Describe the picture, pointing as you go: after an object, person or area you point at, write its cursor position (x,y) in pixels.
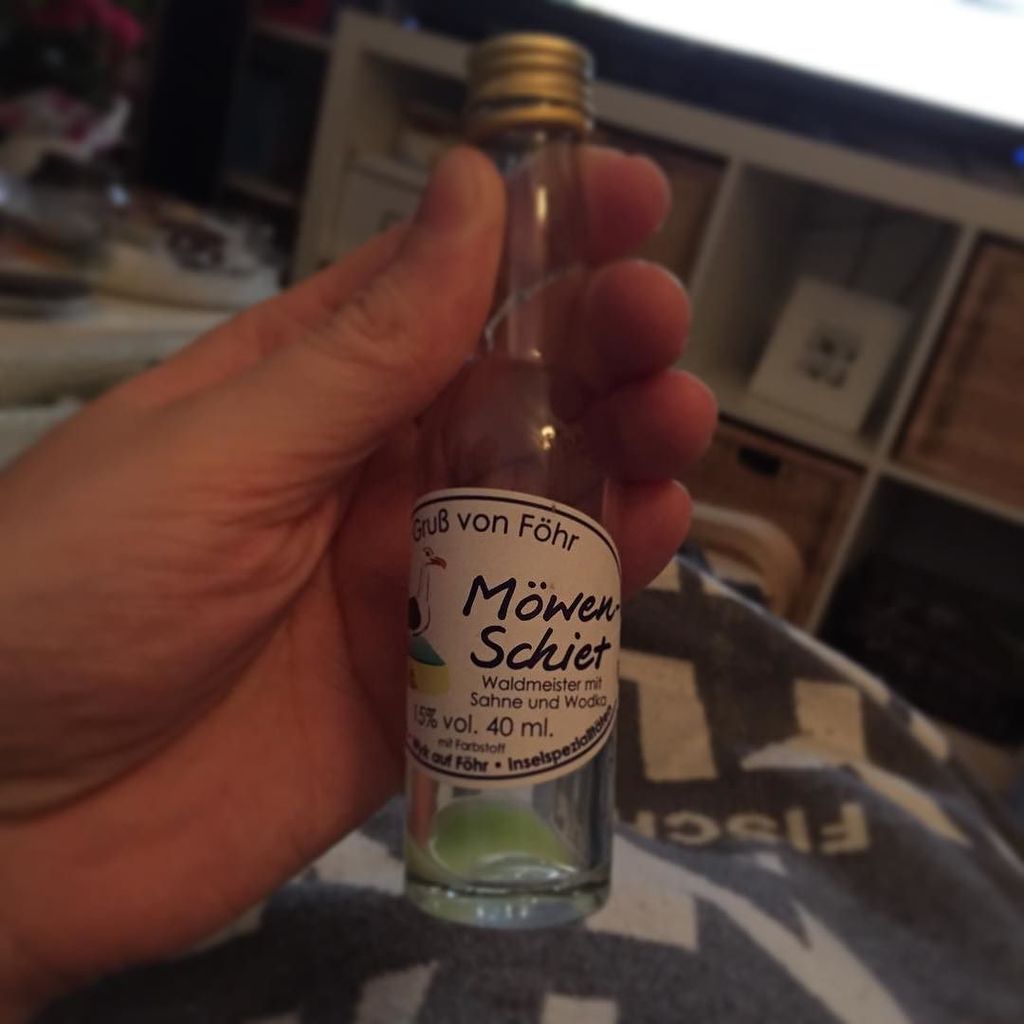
In this picture we can see a bottle (487,565) hold by some persons hand (300,503) and in background (912,188) we can see racks (279,97) and it is blurry.
